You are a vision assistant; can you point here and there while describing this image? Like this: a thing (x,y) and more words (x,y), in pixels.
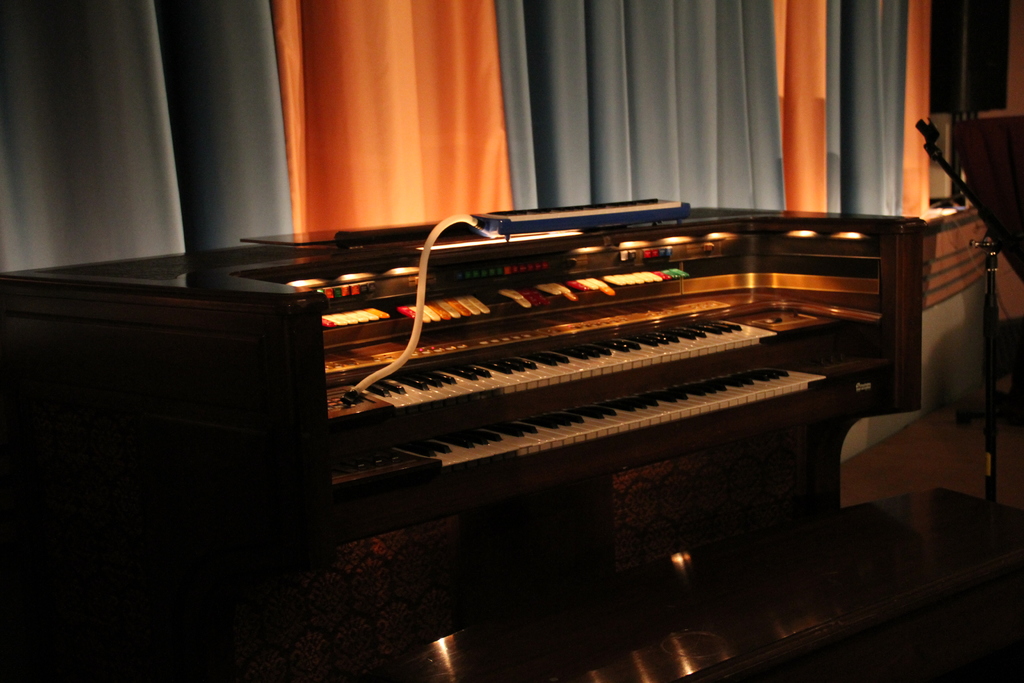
In this picture there is a piano (750,259), the keys (419,398) of the piano (496,391) are in different colors. On the piano (501,254) there is a tube (359,385). In the background (394,137) there is a curtain (456,93). Towards the right (994,318) there is a stand (987,343).
